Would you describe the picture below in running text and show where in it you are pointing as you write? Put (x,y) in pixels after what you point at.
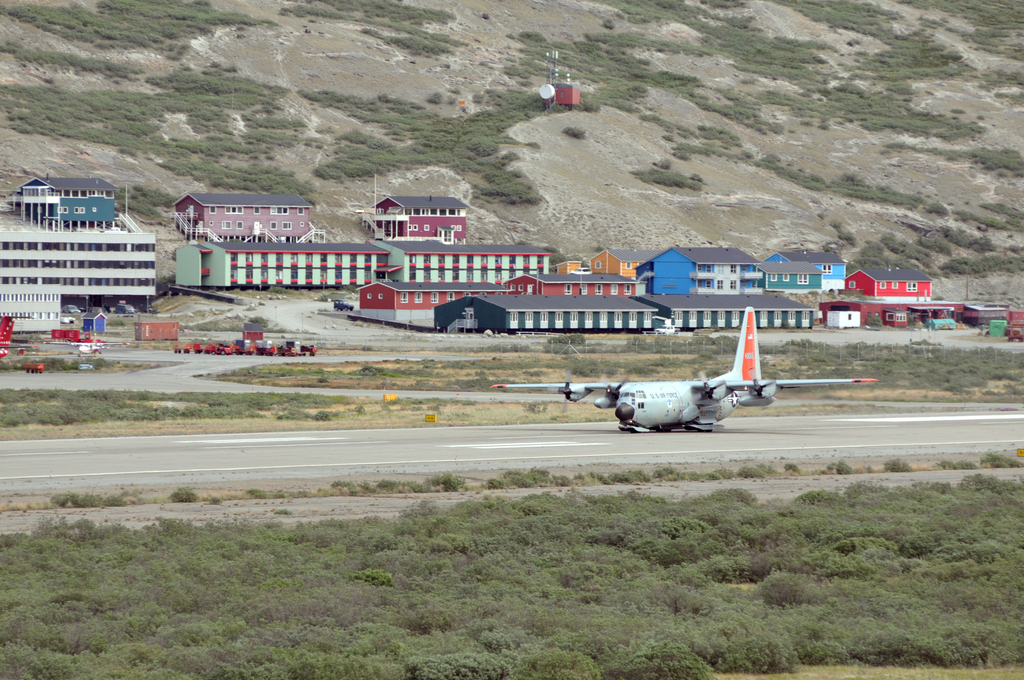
There is an aircraft (735,380) on the runway (861,414). On both sides of the runway (222,450), there are plants (645,481) and trees (315,593). In the background (45,195), there are buildings (288,267) which are having glass windows (66,209) and roofs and there are trees (902,49) on the hill (869,69).
